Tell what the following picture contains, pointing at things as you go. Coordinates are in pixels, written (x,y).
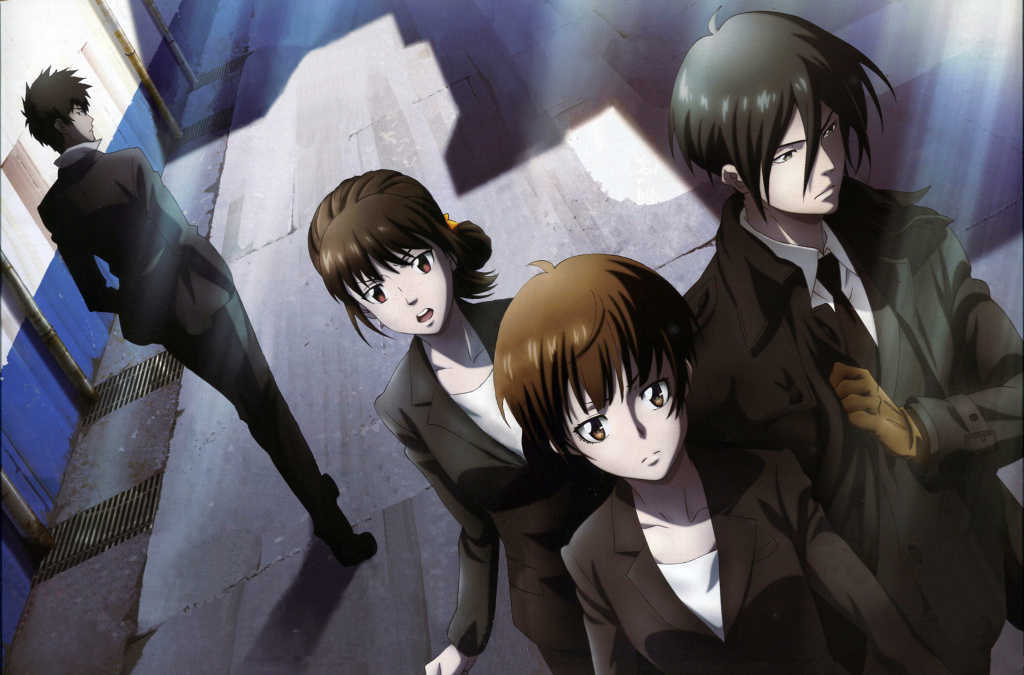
In this picture we can see cartoon images (446,384) of persons (447,371) on the floor (259,181) and in the background (158,101) we can see a wall (173,103), poles (158,101).
